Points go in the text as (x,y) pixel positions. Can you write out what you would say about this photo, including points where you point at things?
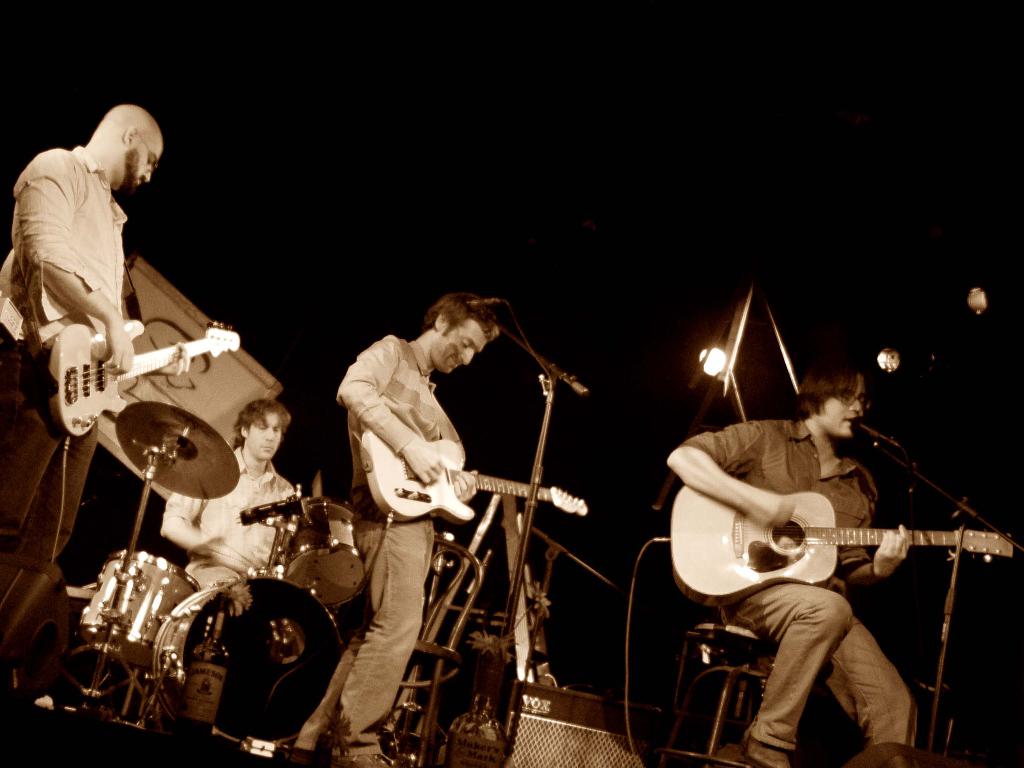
This picture show three men (430,328) playing guitars (415,492) and we see a man (789,612) seated and singing with the help of a microphone (872,428) and we see two men (348,370) standing and we see a man (256,470) seated and playing drums (308,639) on the back (261,433) and we see a dark background (273,77).
